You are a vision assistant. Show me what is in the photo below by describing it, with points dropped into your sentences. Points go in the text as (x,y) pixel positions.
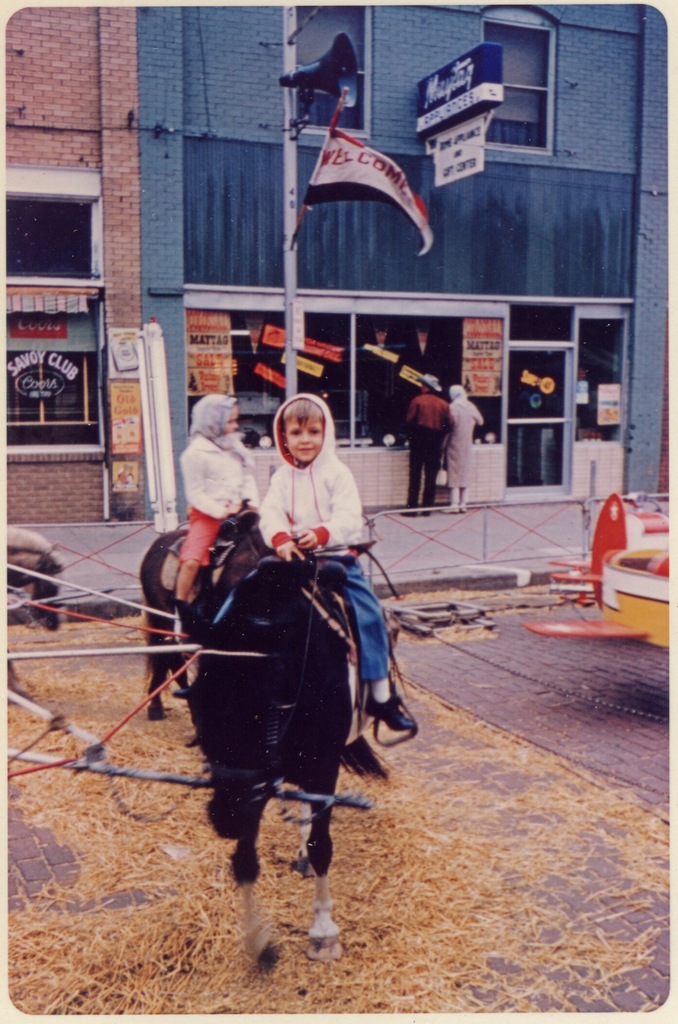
In this picture I can see 2 horses (208,595), on which there are children (234,479) sitting and I can see the dry grass (149,757) on the ground (593,687). On the right center of this picture (639,539) I can see a red, white and yellow color thing (635,557). In the background (214,272) I can see the buildings (332,220), a pole (288,37) on which there is a flag (331,191) and I see 2 persons (417,420). On the left side of this image (41,558) I can see another horse (17,540) and on the glasses (275,396) of the buildings (394,352) I can see few words (199,340) written.
